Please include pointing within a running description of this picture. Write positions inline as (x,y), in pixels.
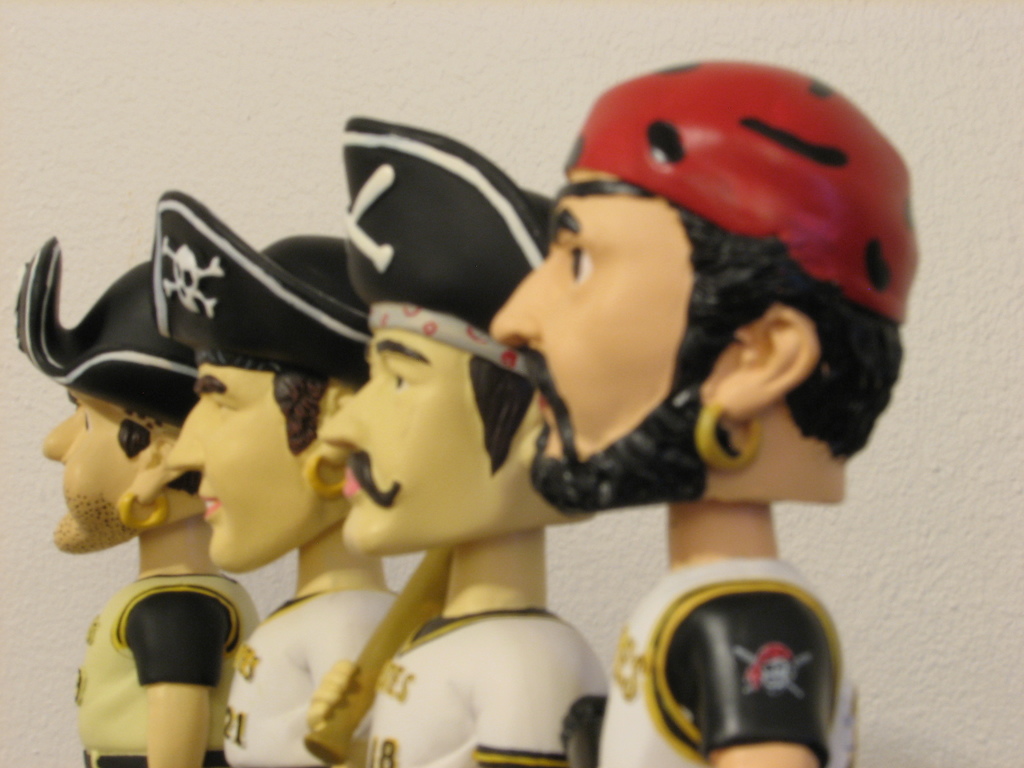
In this image we can see toys (316,489). In the background (476,87) there is a wall (478,49).
